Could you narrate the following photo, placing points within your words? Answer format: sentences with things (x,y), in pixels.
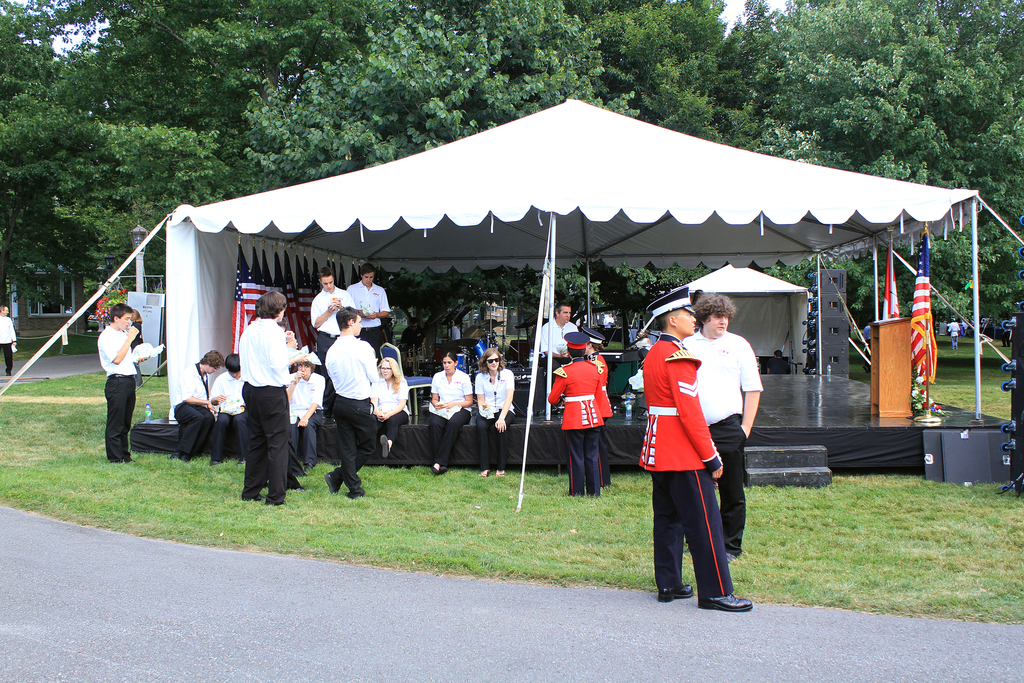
On the right side (701,466) a man (677,473) is standing, he wore a red color shirt (693,450), black color cap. On the left side (228,365) there are few persons (355,410) they wore white color shirts (339,377) and black color trousers (349,448). This is the tent (629,214), behind this there are green color trees (57,71).
